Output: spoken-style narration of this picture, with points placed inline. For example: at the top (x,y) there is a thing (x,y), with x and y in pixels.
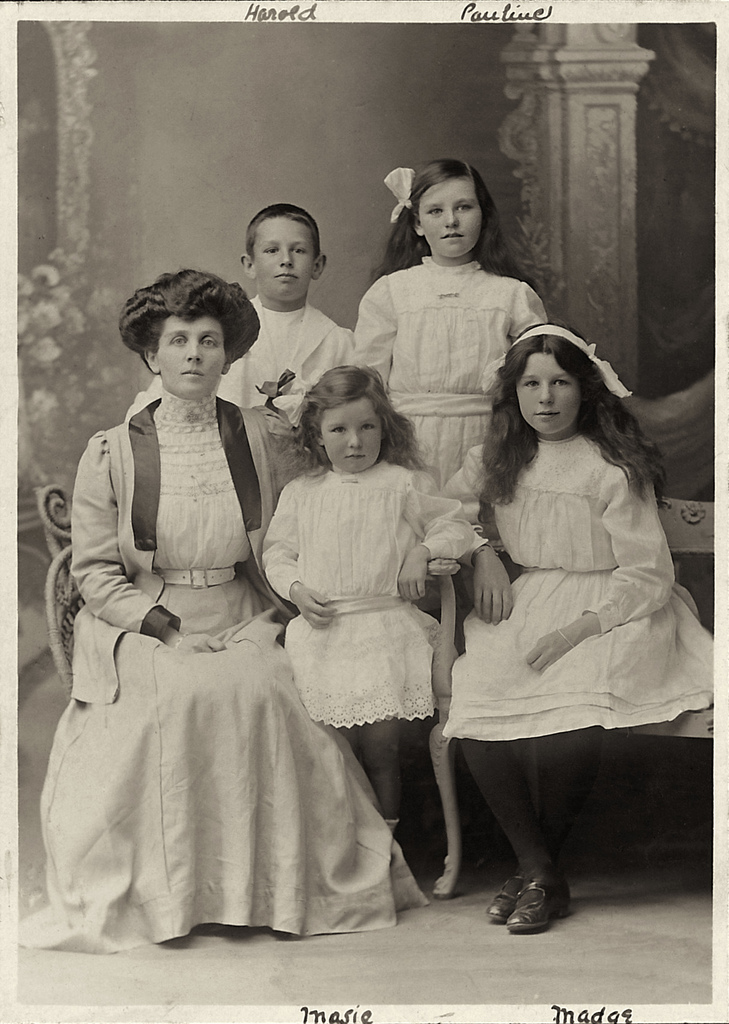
In this image we can see five persons (274,546). Here we can see a woman (106,604) sitting on a wooden chair (65,623) and she is on the left side (60,635). Here we can see a girl (551,500) sitting on a chair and she is on the right side (586,647). Here we can see a girl (385,440) in between these two persons (255,549). In the background (457,299), we can see two persons (261,257) standing. Here we can see the flowers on the left side (77,374). This is looking like a mirror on the top left side (46,153).
